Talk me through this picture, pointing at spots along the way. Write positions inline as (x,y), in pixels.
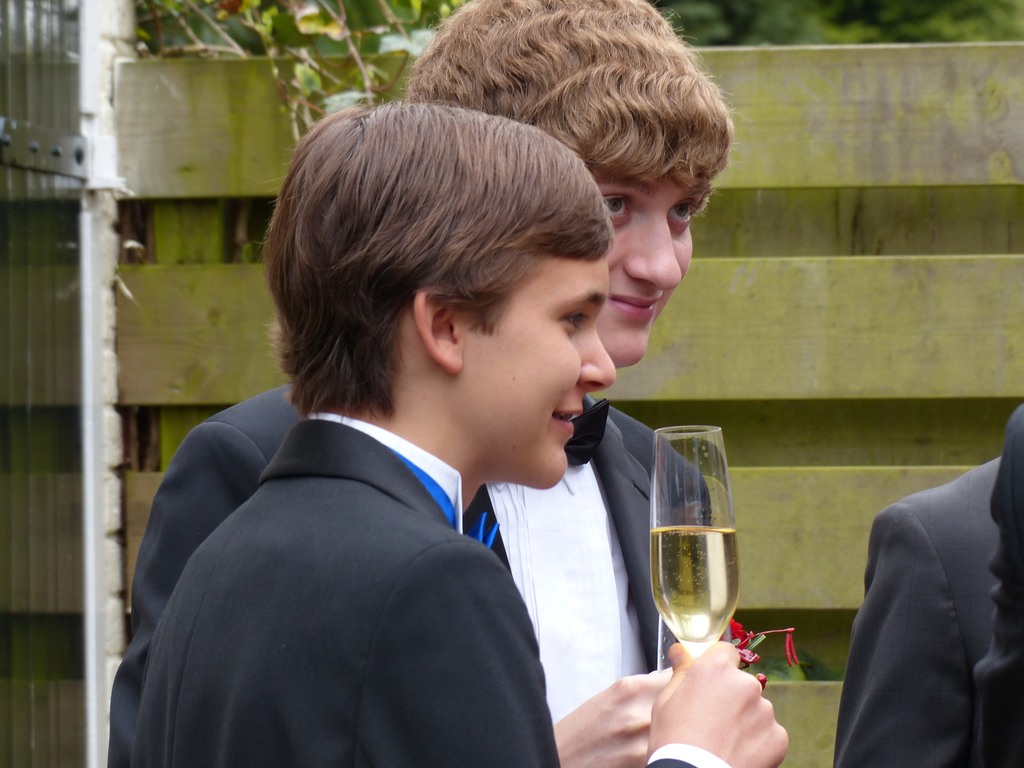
In this image I can see two boys (622,460) and both of them are holding glasses (700,555). I can also see smile on their faces (562,360). In the background (246,6) I can see trees (996,6) and a wall (165,271).
